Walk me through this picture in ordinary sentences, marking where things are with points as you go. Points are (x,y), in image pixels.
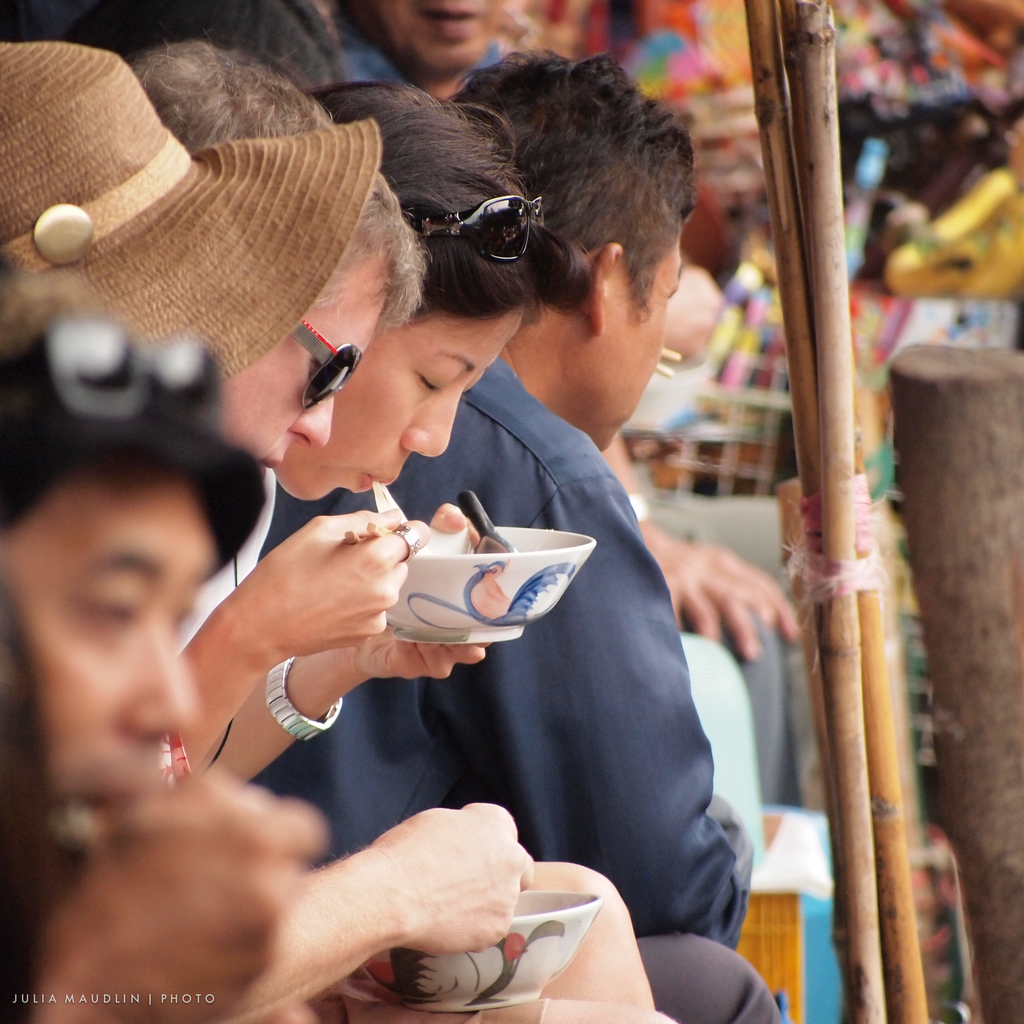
In this image I can see a crowd (589,807) and two persons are holding a bowl (539,603) in hand (514,872). On the right (837,580) I can see bamboo sticks (818,88). This image is taken during a day.
